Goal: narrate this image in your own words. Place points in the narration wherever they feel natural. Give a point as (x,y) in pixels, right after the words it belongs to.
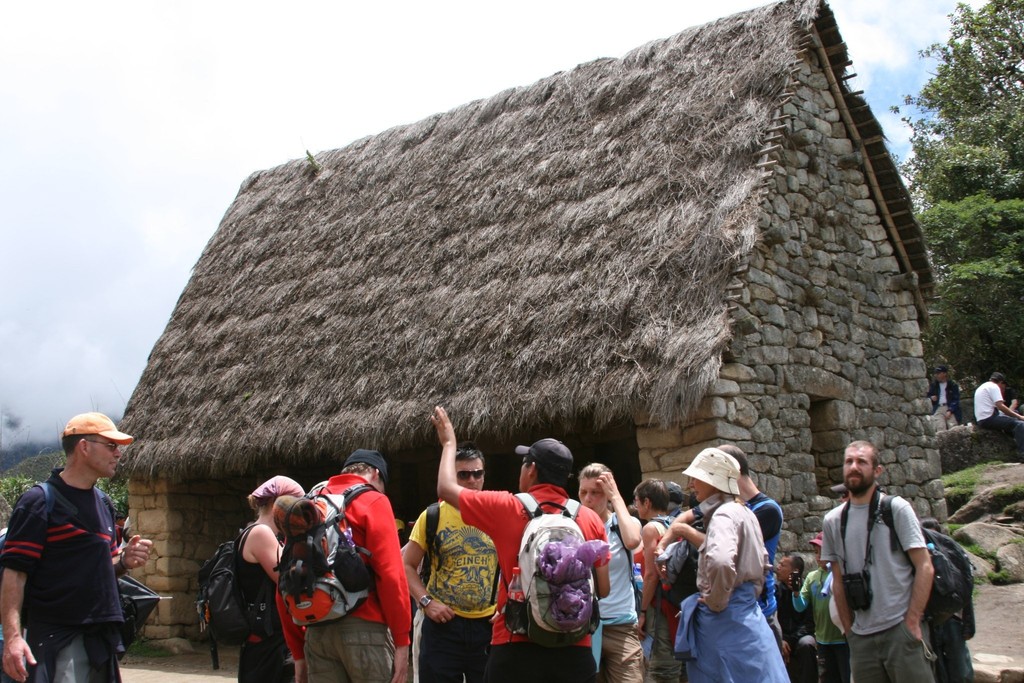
In the center of the image (621,311) we can see a cottage (605,328). At the bottom (738,591) there are people (631,538). In the background (943,167) there are trees (945,155) and sky (248,68).
